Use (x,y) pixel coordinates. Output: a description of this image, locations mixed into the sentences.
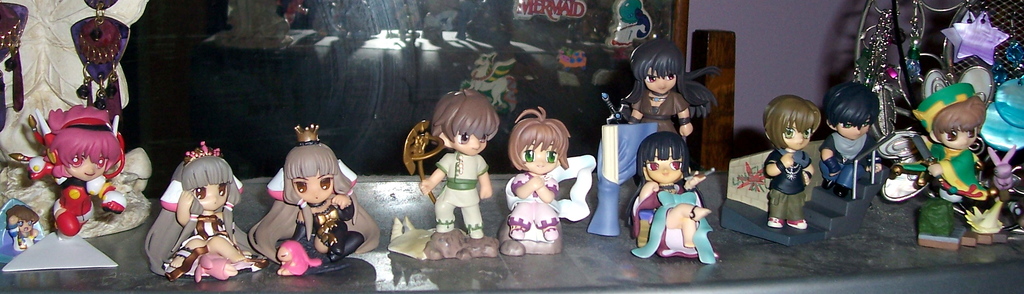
In this image there are toys (822,143). In the background (786,85) there is wall (738,36) and in front of the wall (797,48) there is glass (424,37).
